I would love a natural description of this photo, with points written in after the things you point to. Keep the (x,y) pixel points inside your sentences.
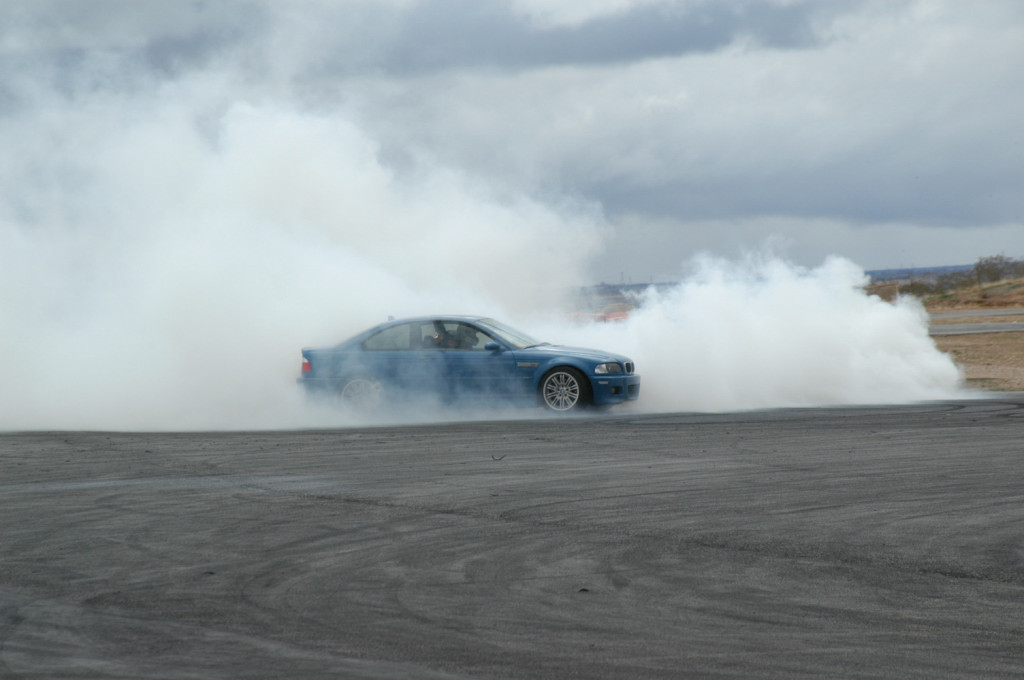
In this image I can see a blue color car (506,350) on the road (703,412). I can see a smoke (229,229) and trees (978,268). The sky (566,120) is in white and blue color.
